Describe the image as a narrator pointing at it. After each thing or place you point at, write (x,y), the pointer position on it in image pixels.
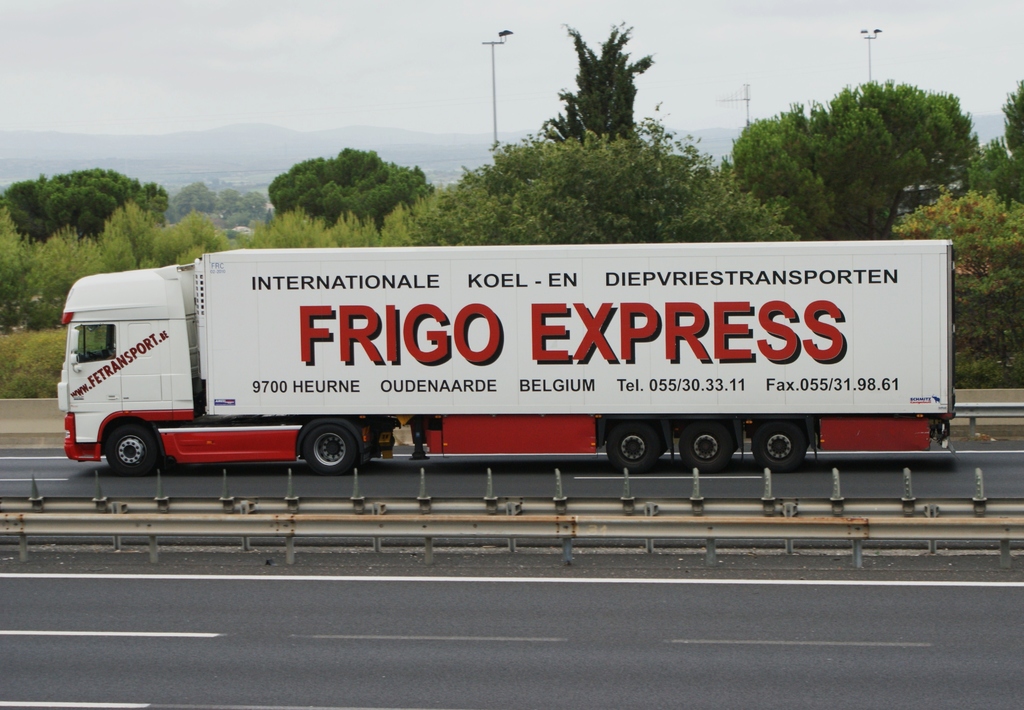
In this picture we can see fence (788,501) and a truck (753,360) on the road (534,496), in the background (299,151) we can see few trees (471,181), poles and hills (256,129).
